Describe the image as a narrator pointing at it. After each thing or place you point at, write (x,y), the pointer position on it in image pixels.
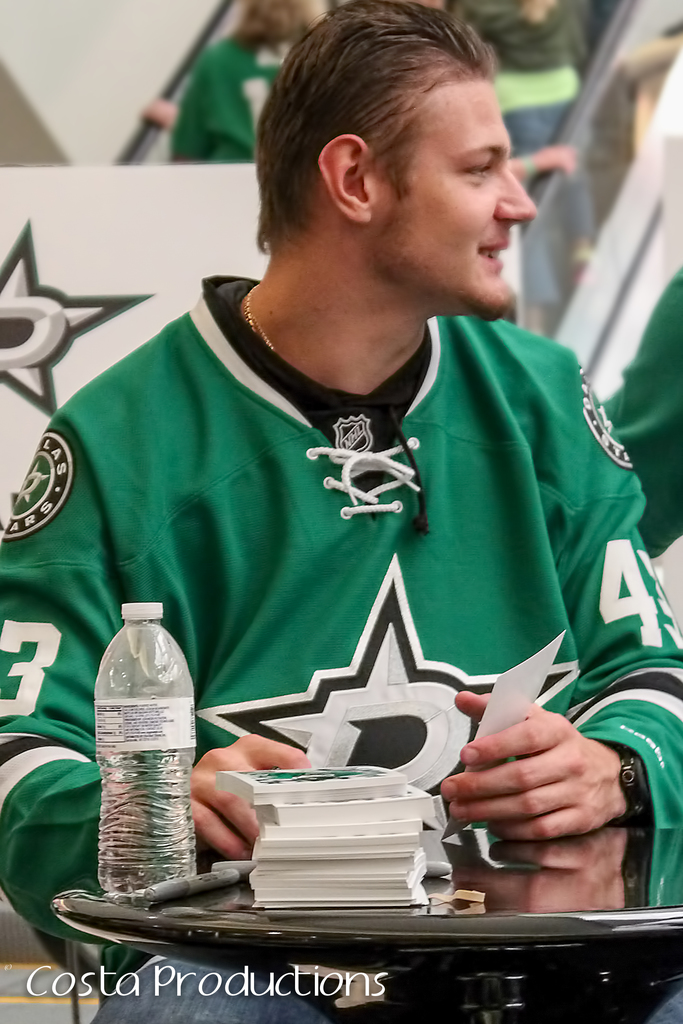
This person (312,358) sitting on the chair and wear green color t shirt (364,562). We can see bottle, books (273,854) on the table (517,900). Behind this person (431,22) we can see persons (566,21), escalator (594,181), board (150,198).
